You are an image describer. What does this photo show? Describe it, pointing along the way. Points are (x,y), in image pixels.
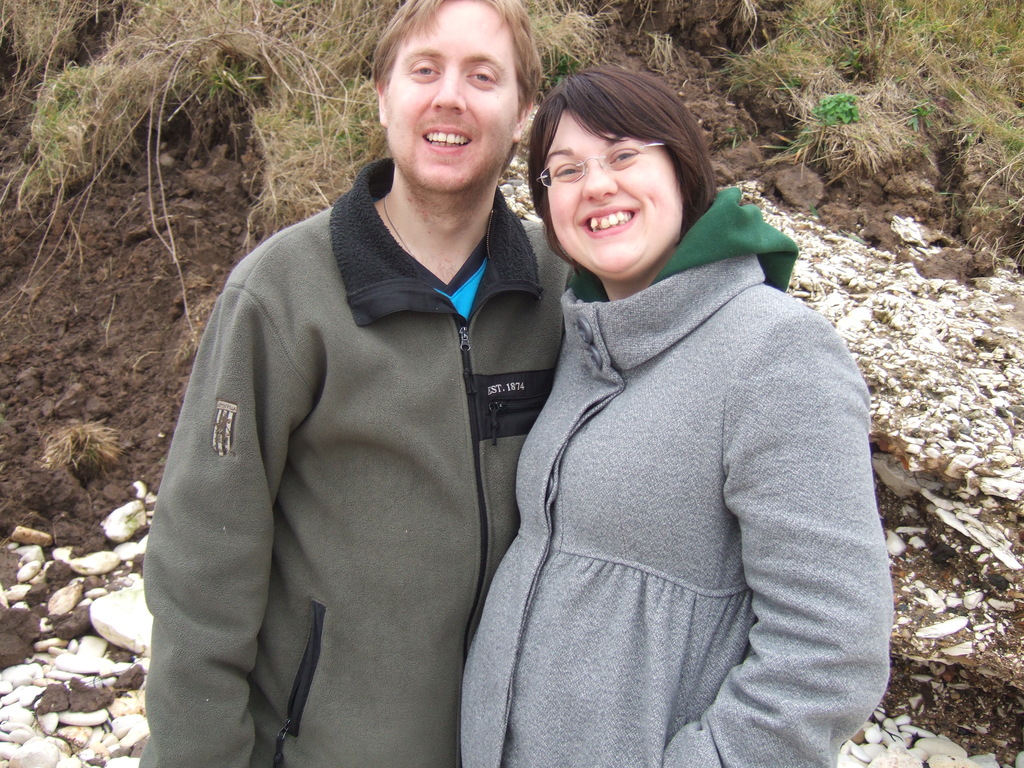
In the image there are two people (356,411) standing in the foreground (430,300) and they are laughing, in the background (199,147) there is grass (197,104) and soil (77,299).
